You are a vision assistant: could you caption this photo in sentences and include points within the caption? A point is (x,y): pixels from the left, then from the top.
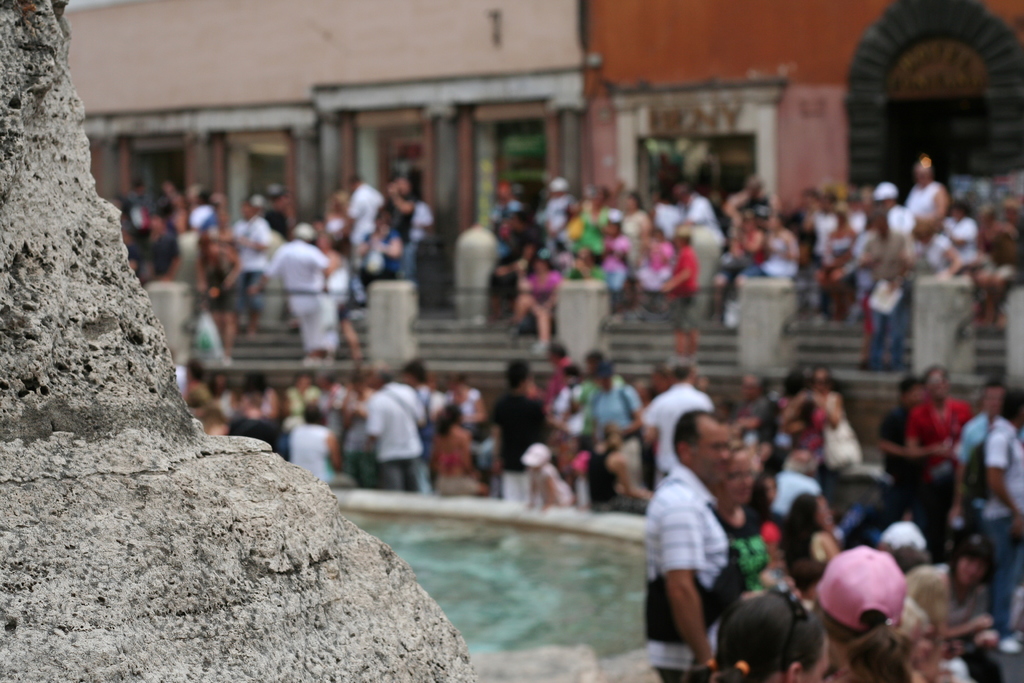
We can see stone (15,680) and there are people (1016,574). We can see water (571,564). In the background (505,38) it is blurry and we can see wall (553,45) and fence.
